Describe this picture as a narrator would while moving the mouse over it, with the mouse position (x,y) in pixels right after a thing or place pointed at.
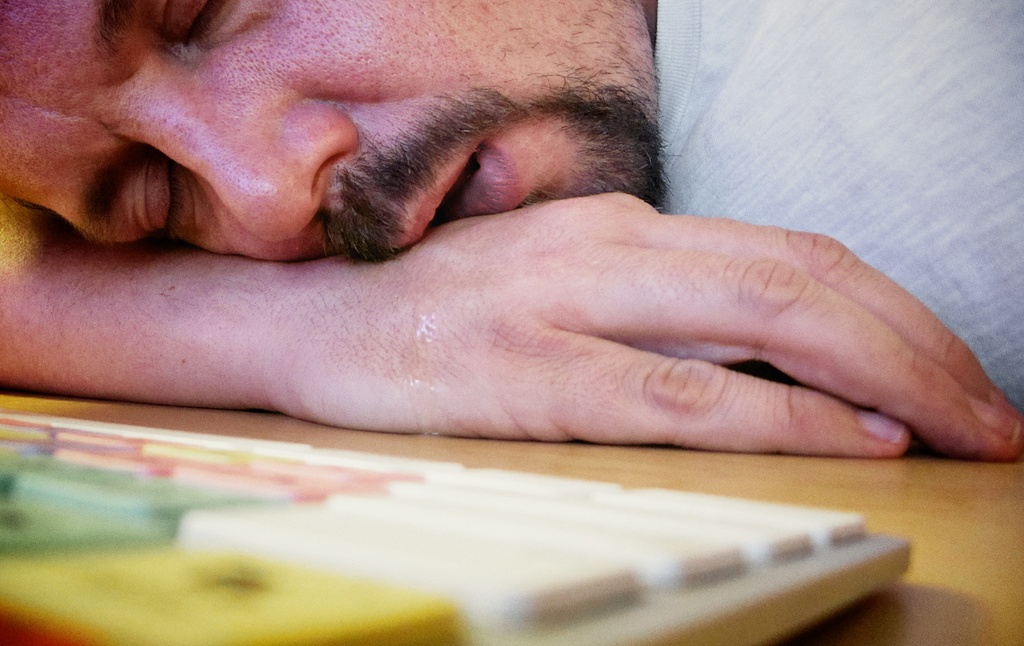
In the picture we can see a man (549,241) sleeping on the desk (972,483) keeping his hand (701,277) under his head (116,81) and in front of him we can see a keyboard (747,507) on the desk (14,398).
